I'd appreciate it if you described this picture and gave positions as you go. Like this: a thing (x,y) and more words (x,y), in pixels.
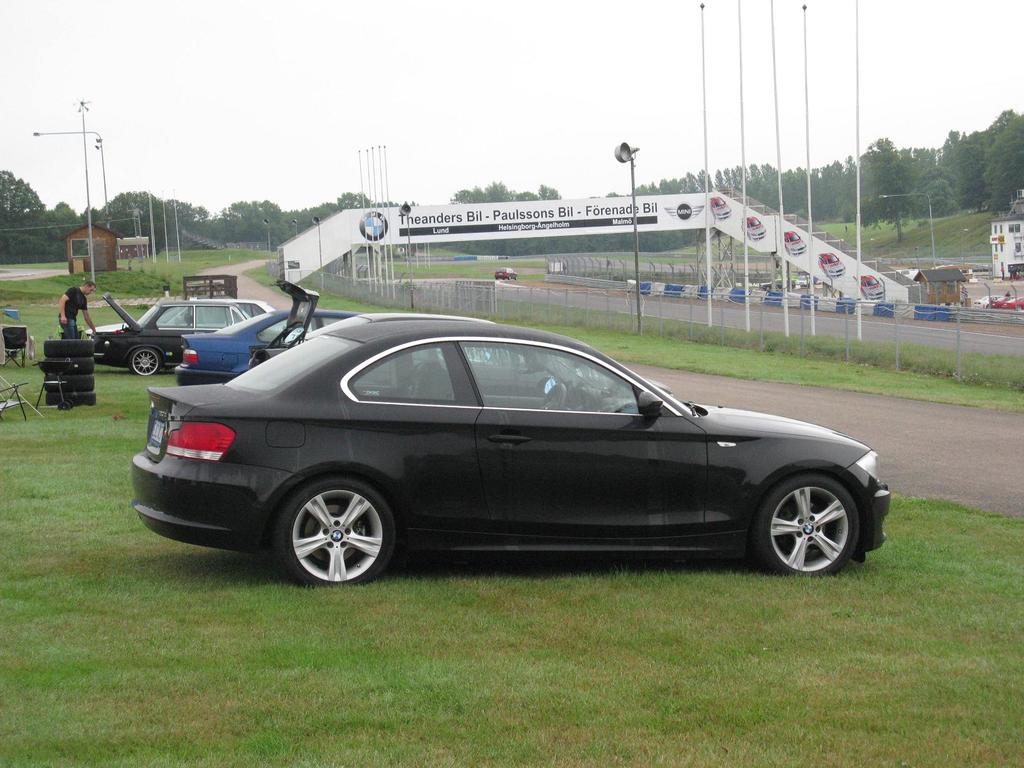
In the picture I can see these cars (312,463) are parked on the grass (644,610) and I can see a person (60,315), tires (76,392) are placed on the left side of the image (59,390), I can see poles (858,223), hoardings (292,271), light poles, banners (601,223), road (3,276), trees (40,240) and the sky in the background (457,85).
